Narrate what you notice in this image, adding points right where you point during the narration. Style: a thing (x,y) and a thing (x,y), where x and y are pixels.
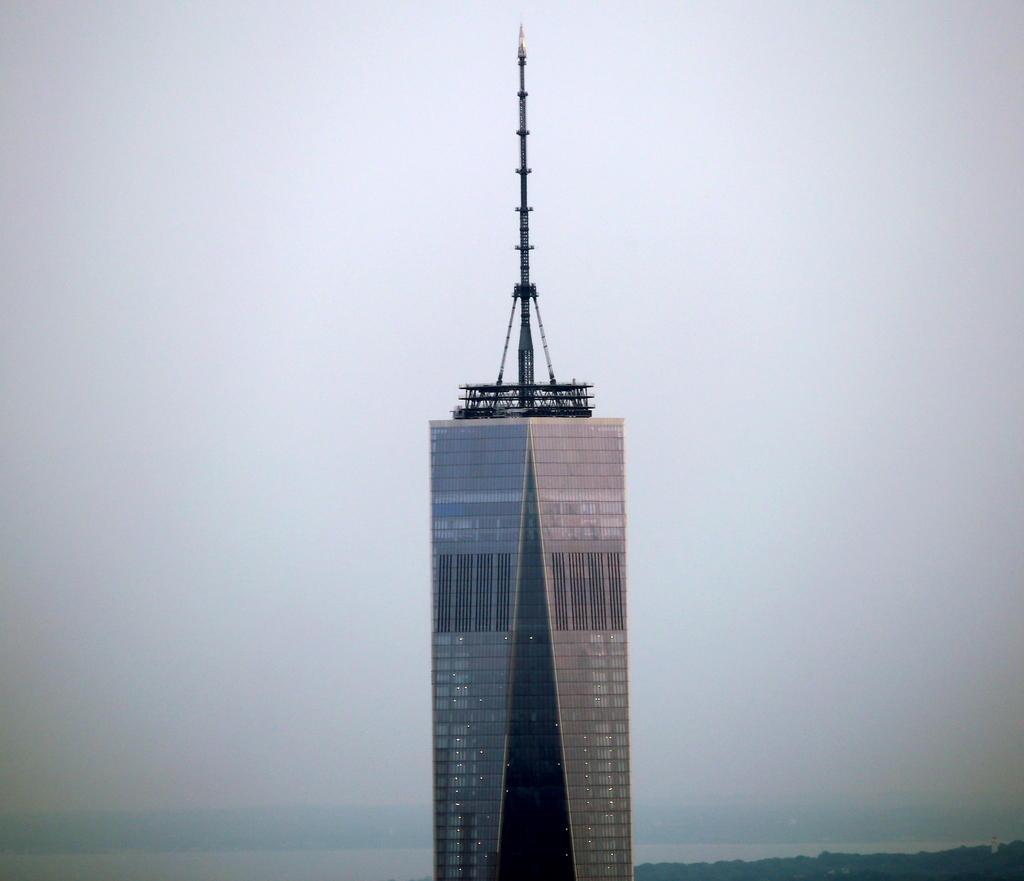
This picture shows a building (537,473) and we see a cloudy Sky (76,95).
